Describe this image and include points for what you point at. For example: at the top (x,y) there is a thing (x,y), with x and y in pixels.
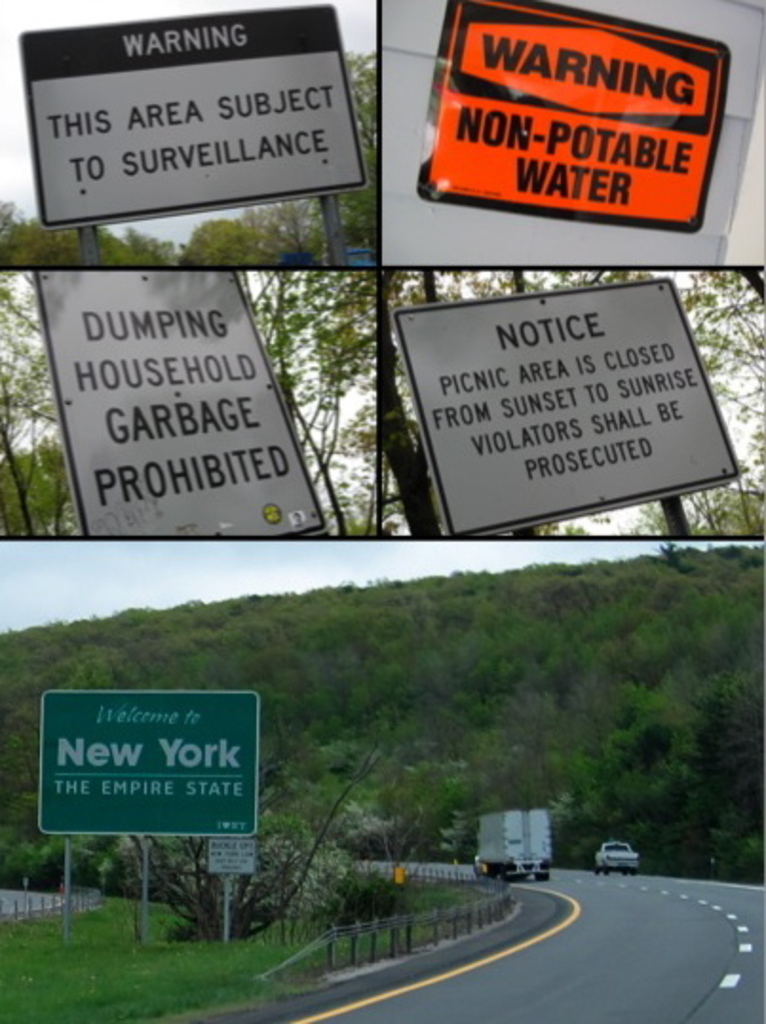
This is a collage picture and in this picture we can see sign boards (495,303), name board (207,746), vehicles (611,871) on the road (524,914), trees (637,829), fence (391,868) and in the background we can see the sky (126,587).
